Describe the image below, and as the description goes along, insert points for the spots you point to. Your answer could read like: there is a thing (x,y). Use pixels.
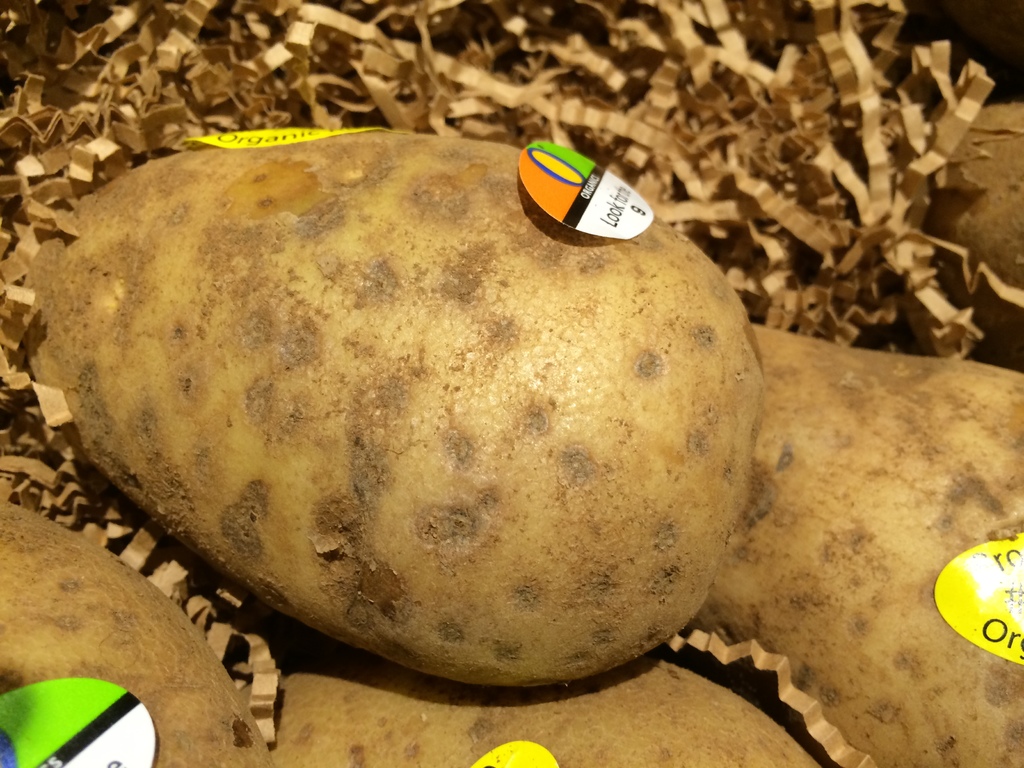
In the picture we can see some potatoes (745,637) in the scrap of the papers (469,84).
